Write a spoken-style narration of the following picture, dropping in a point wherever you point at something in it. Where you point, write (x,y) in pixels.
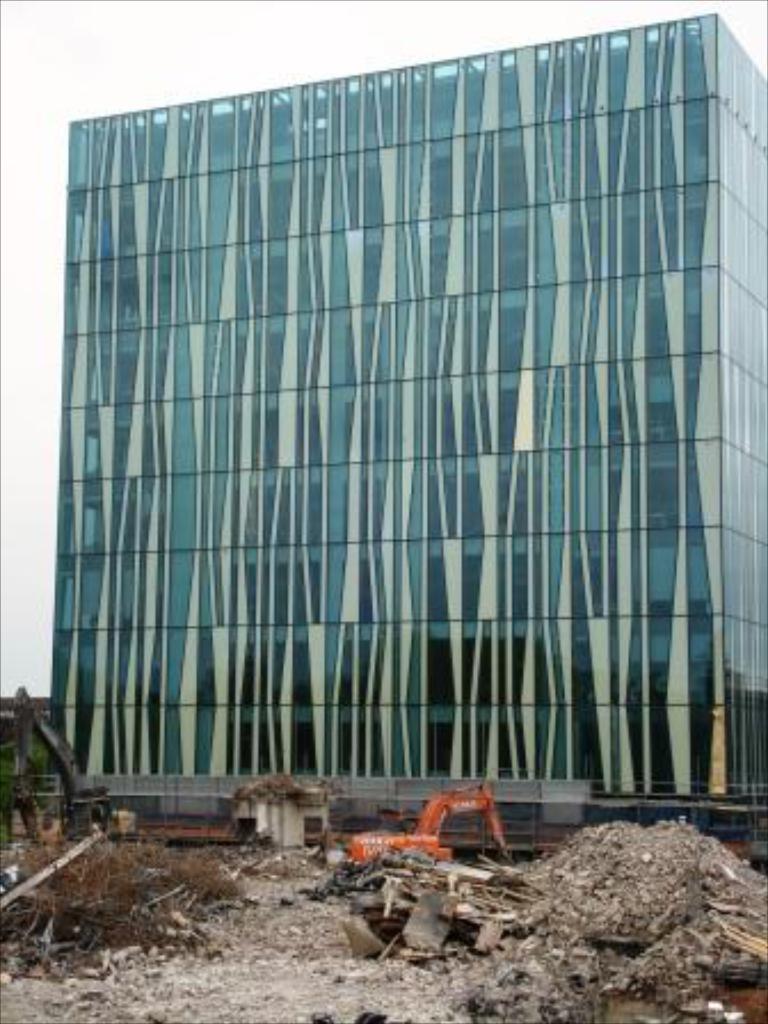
In this image we can see a building (448,542). There are few vehicles (438,852) in the image. There is a sky (73,95) in the image.
